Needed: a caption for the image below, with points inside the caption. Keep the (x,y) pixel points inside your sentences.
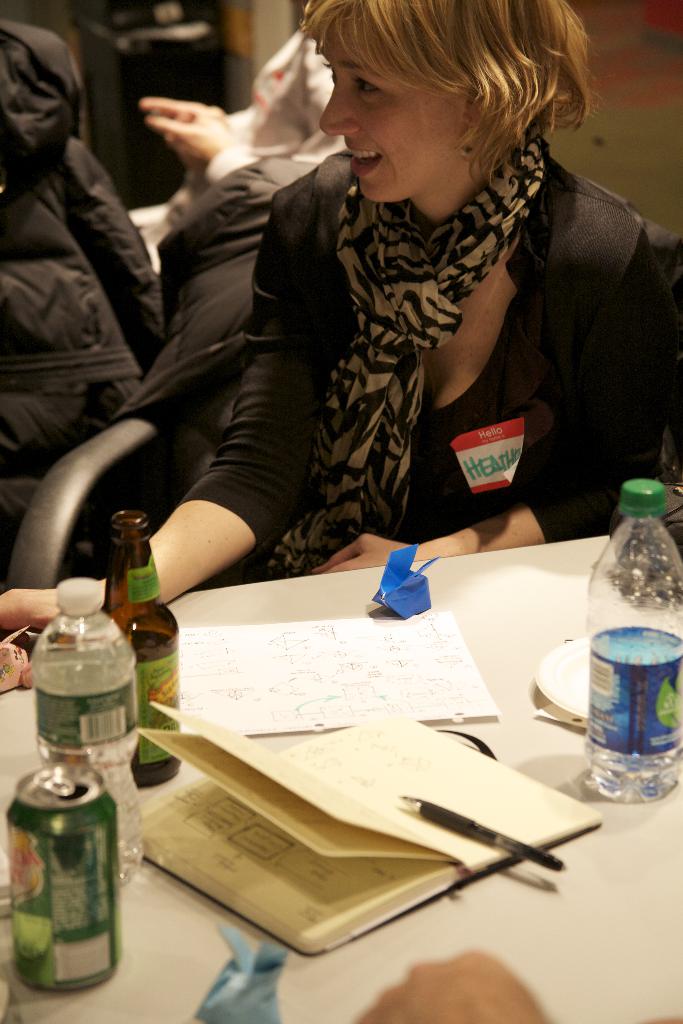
In this picture there is a woman (453,32) sitting on the chair (35,573) and there is a table (481,889) in front of her. There are a book (441,795), pen (548,860) paper (330,674), beverage can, water bottle (126,864) placed on it.
